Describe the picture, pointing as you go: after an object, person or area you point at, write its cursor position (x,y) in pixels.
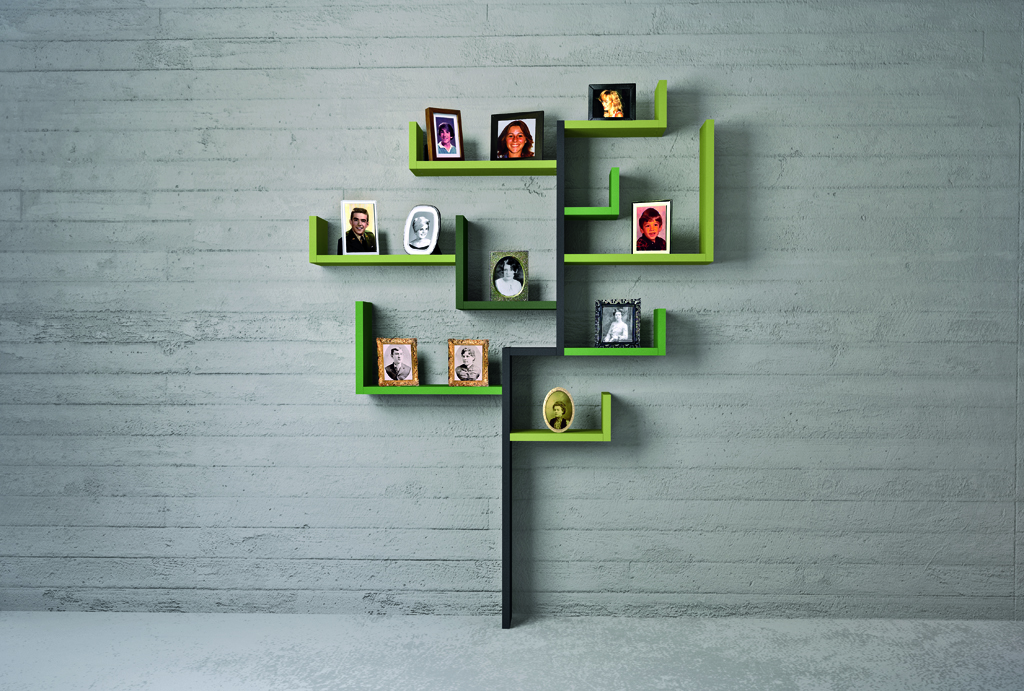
In the image there are some decorative shelves (423,164) attached to a wall (462,458) and there are many photo frames (409,359) kept on those shelves (366,324).
